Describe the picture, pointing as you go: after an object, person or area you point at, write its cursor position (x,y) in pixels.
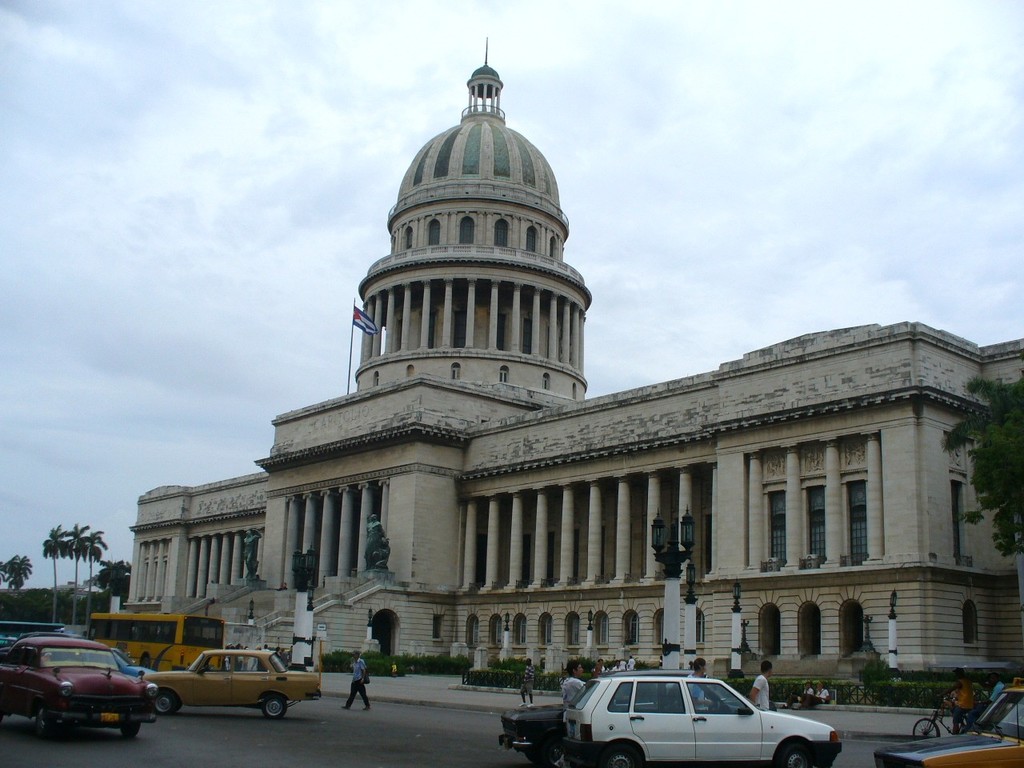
In this image in the front (67,671) there are vehicles (234,698) moving on the road (354,702) and there are persons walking and there are light poles (679,604). In the background (412,508) there is building (340,514) and there are trees (30,593) and the sky (633,156) is cloudy.
